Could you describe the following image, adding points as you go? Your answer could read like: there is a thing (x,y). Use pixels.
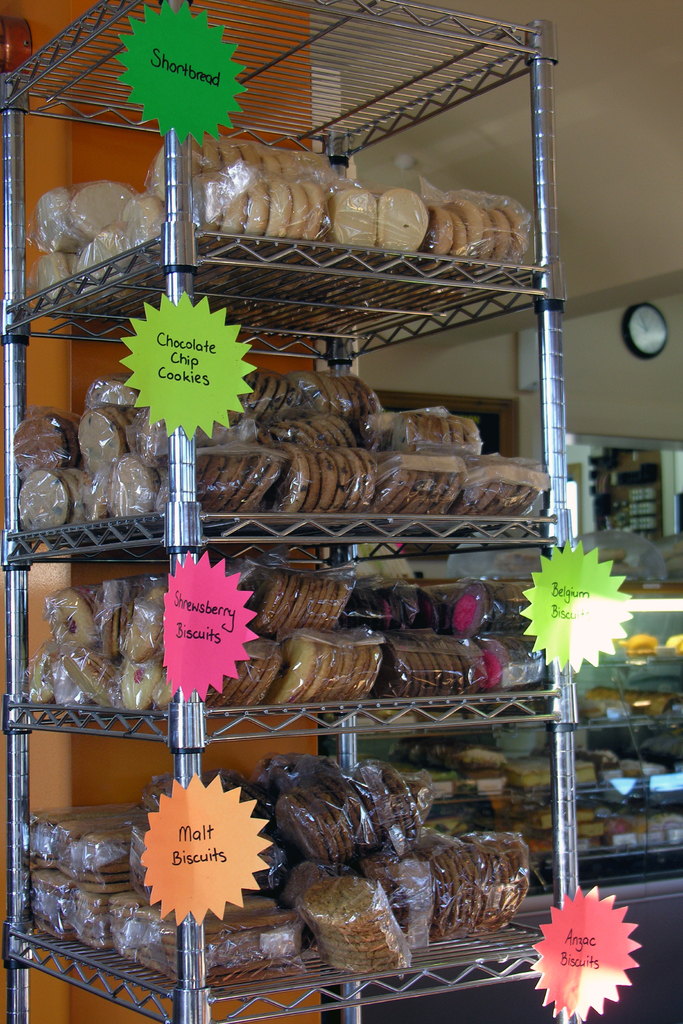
In this image we can see there are some food items (337,482) are arranged on the rack (491,949) and there are some labels (183,134) with text (214,851) attached to it. In the background (581,730) there is an another rack (643,710) with food items (652,639) and a clock (640,325) hanging on the wall (603,341).
